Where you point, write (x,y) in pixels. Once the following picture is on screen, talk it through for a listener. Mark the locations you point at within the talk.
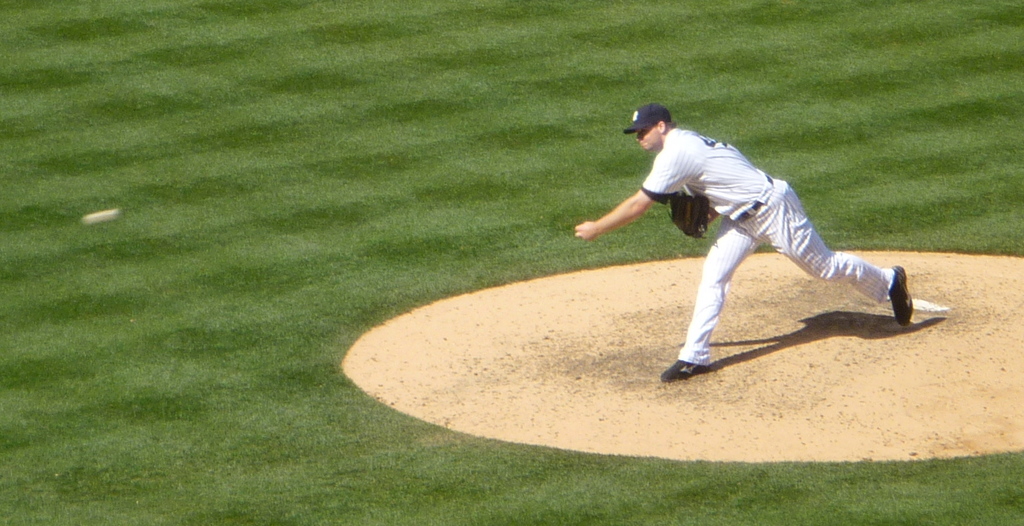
This is a playing ground (155,315). Here I can see the green color grass (265,417). On the right side (727,217) a man (719,214) is wearing white color dress (708,184), standing facing towards the left side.
